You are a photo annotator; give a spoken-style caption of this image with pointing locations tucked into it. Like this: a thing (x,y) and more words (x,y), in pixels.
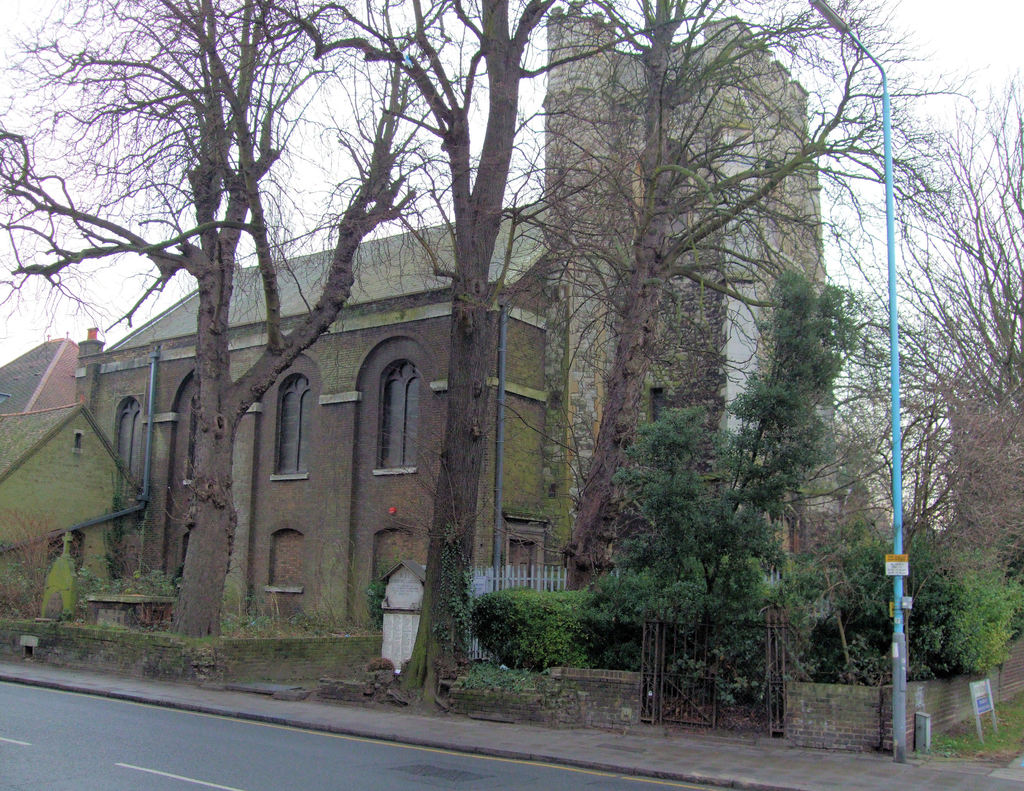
At the bottom (407,729) we can see road (371,758) and footpath (795,751). In the middle of the picture (402,417) there are trees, plants (552,653), gate (678,681), building (397,410), pole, windows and street light (896,706). In the background (934,11) it is sky (879,6). On the right (978,718) there is grass (999,714) and a board (984,700).
